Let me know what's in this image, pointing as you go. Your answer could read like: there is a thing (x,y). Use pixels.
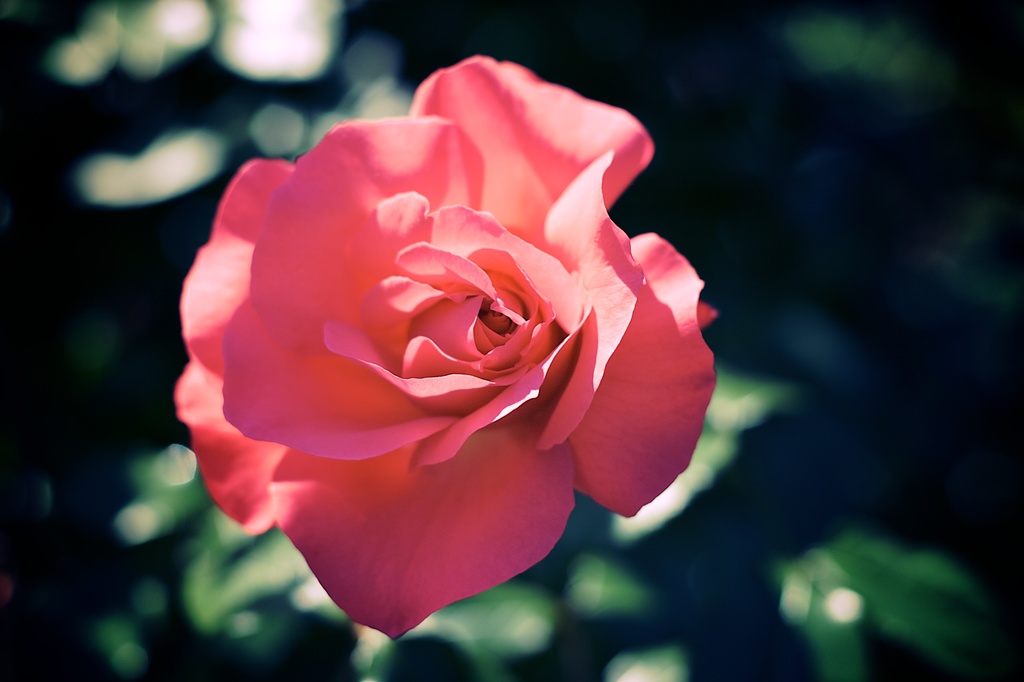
In this picture I can see there is a pink color rose (404,356) and there are leaves (295,608), the rest backdrop (258,622) is blurred.
